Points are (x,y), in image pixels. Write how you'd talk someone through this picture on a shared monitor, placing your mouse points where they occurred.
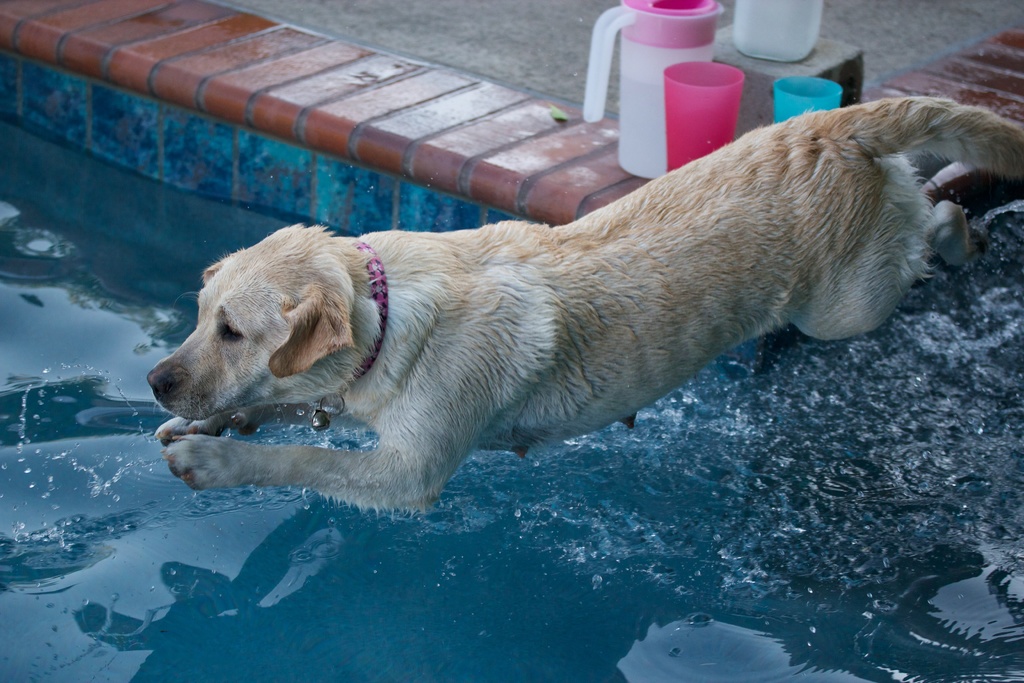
In this picture we can see water (240,547) at the bottom (258,580), there is a dog (323,452) in the middle (554,303), in the background (705,92) we can see two plastic glasses (738,101) and a plastic jug (641,77).
